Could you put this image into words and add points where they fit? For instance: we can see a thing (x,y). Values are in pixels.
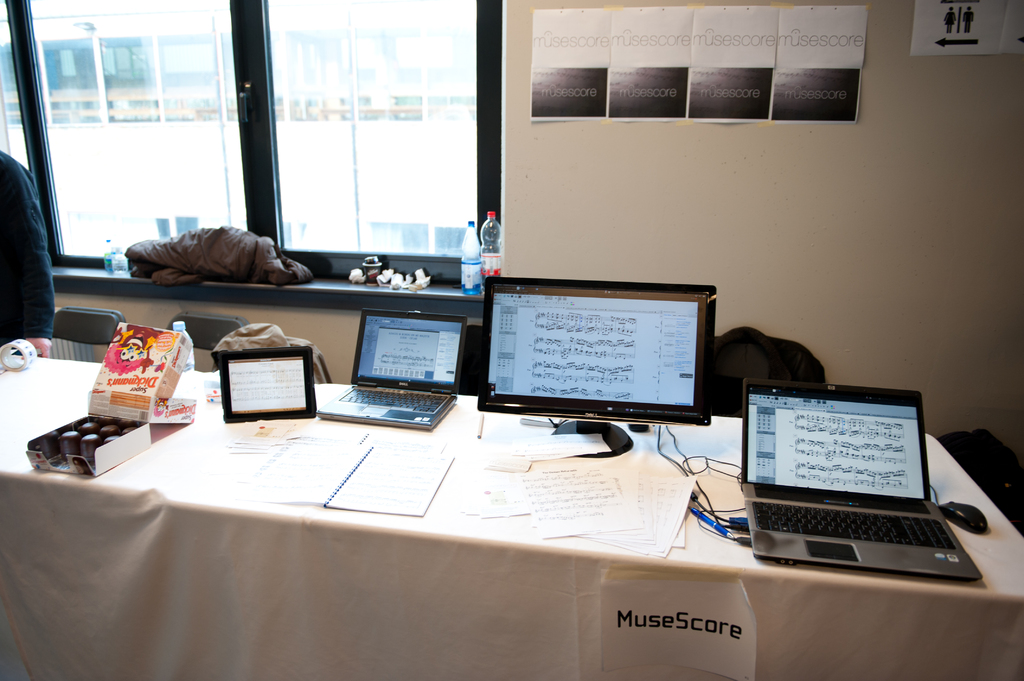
In this image there are laptops (757,441), monitor (509,402), iPad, mouse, pen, papers (640,537), book (242,483), box (122,347), water bottle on the table (334,567), and at the background (94,312) there are chairs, a person (34,312) standing, jacket (174,257), tissues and bottles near the window (335,262), papers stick to the wall (806,209).
